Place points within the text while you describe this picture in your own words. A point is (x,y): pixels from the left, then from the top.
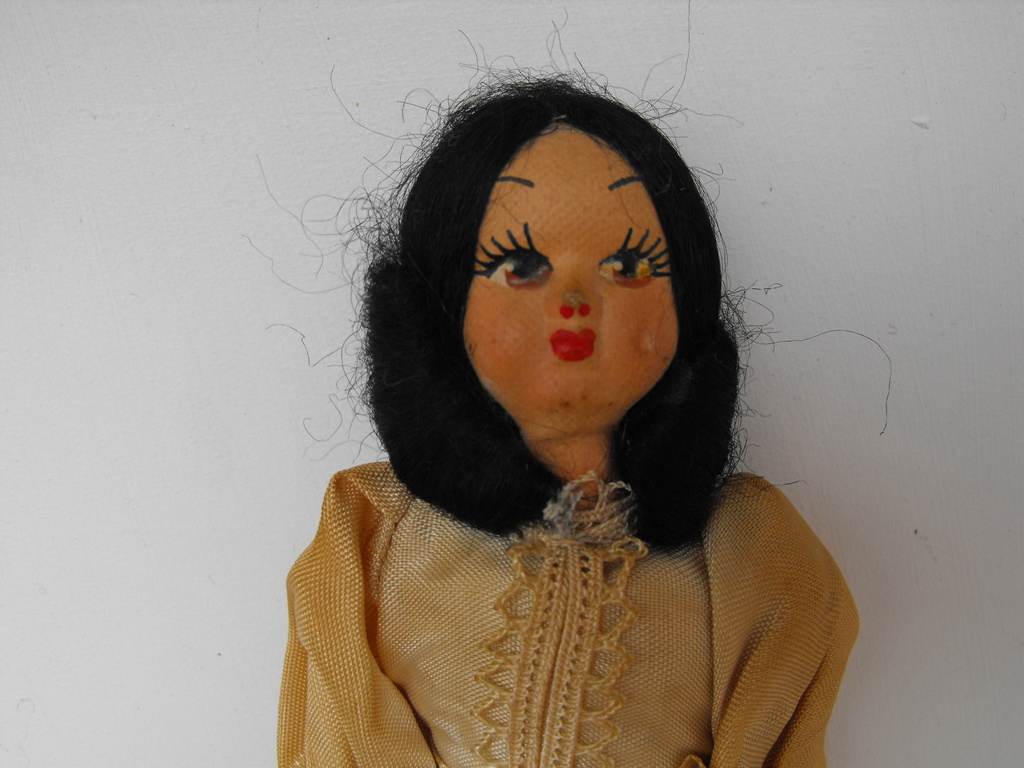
In this image, we can see a doll (354,727) and there is a white background (281,55).
